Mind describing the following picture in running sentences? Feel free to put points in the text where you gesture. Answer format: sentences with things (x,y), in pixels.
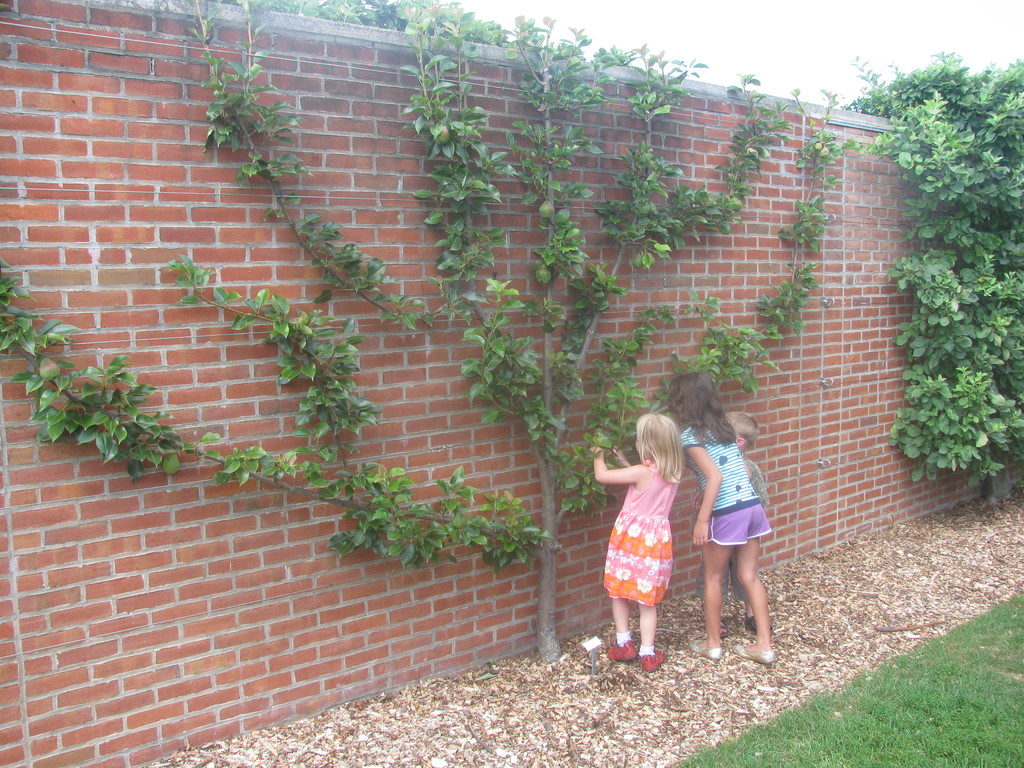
This is an outside view. In middle of the image (672,501) there are three children (675,485) standing facing towards the back side (696,508). In front of them there is a plant (551,447) and a wall (624,274). In the bottom right-hand corner (906,713), I can see the grass (935,685). On the right side (979,267) the leaves (971,253) are visible. At the top of the image (797,26) I can see the sky (771,28).
